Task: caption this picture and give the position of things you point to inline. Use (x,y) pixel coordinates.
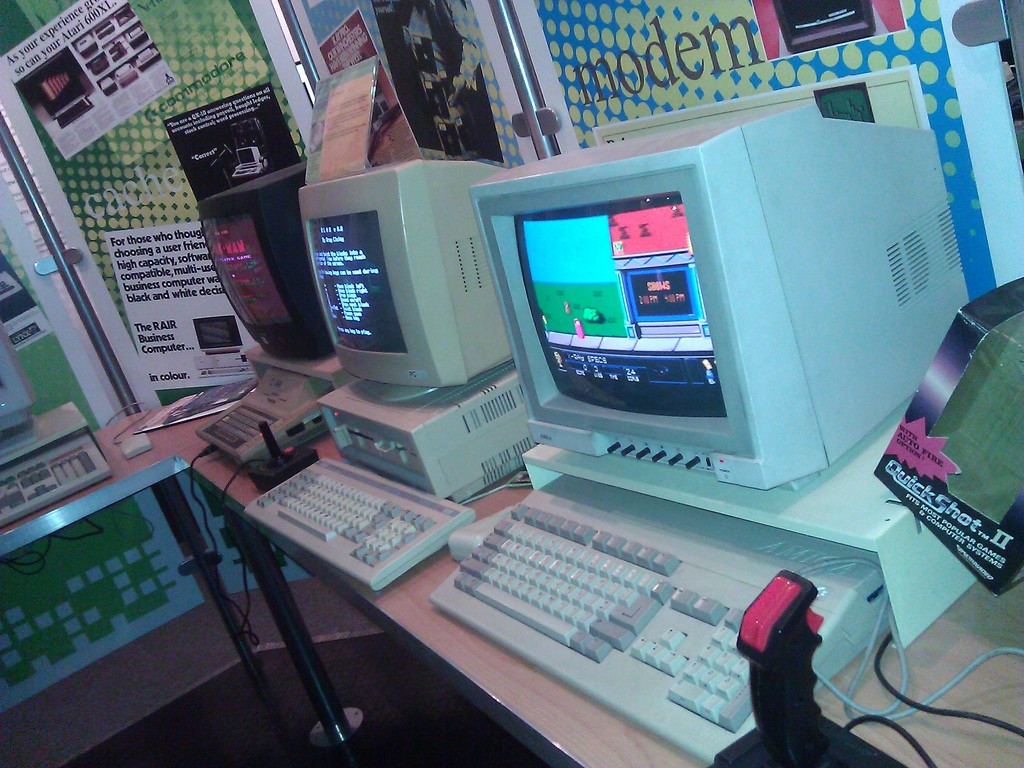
In the foreground of the image (781,390), there are three computers (491,463), a cardboard box (991,488), posters (249,142), black color objects (821,737) on the table (547,721). Behind it, there is a banner wall (203,39) and also a computer (27,469) on the table (190,429), on the left (13,473).
